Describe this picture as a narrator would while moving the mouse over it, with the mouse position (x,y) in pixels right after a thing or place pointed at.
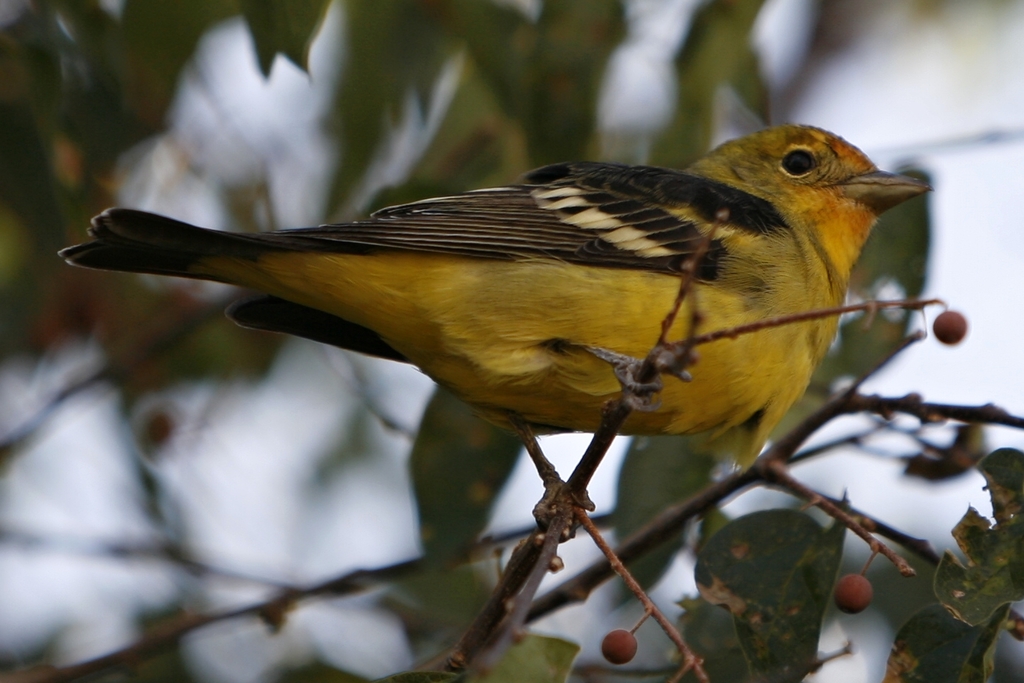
In this image we can see a bird (665,236) on the branch (692,271) of a plant (814,557) and there are berries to the plant (514,615). In the background (417,609) the image is blur but we can see leaves (75,102) and objects (238,177).
